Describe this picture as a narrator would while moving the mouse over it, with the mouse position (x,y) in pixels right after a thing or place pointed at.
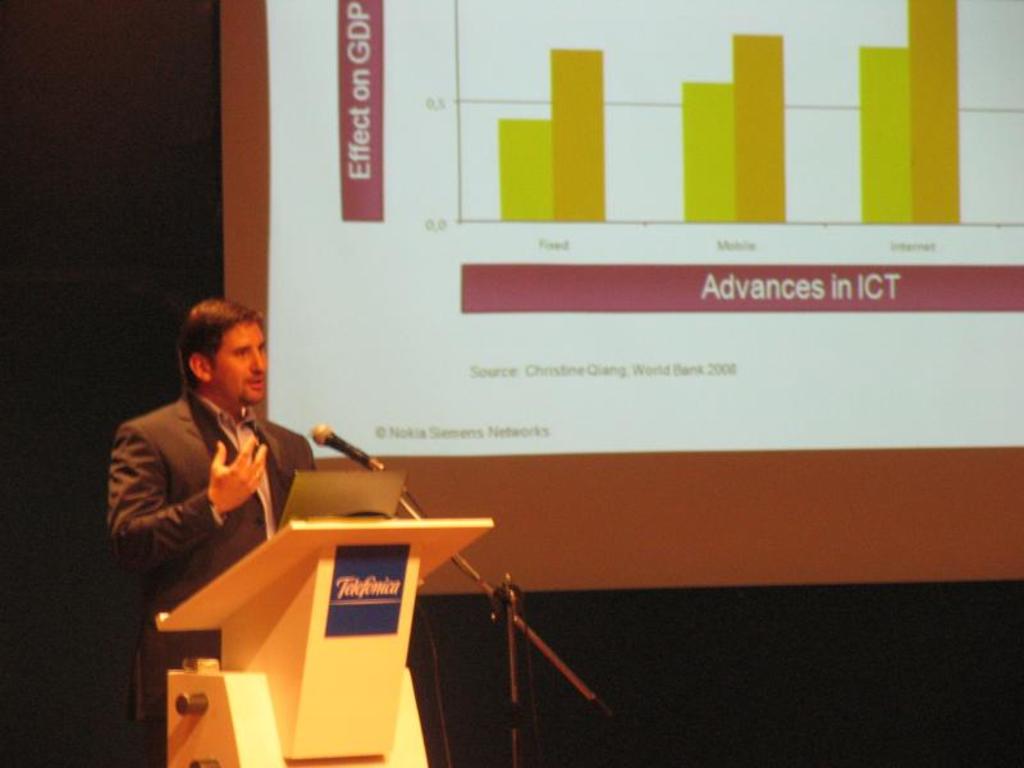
Here in this picture on the left side (200,431) we can see a person (252,496) wearing a suit (187,500), standing over a place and speaking something in the microphone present in front of him and we can also see a speech desk (289,582) present in front of him with a laptop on it and behind him we can see a projector screen (1022,462) with something projected on it.
